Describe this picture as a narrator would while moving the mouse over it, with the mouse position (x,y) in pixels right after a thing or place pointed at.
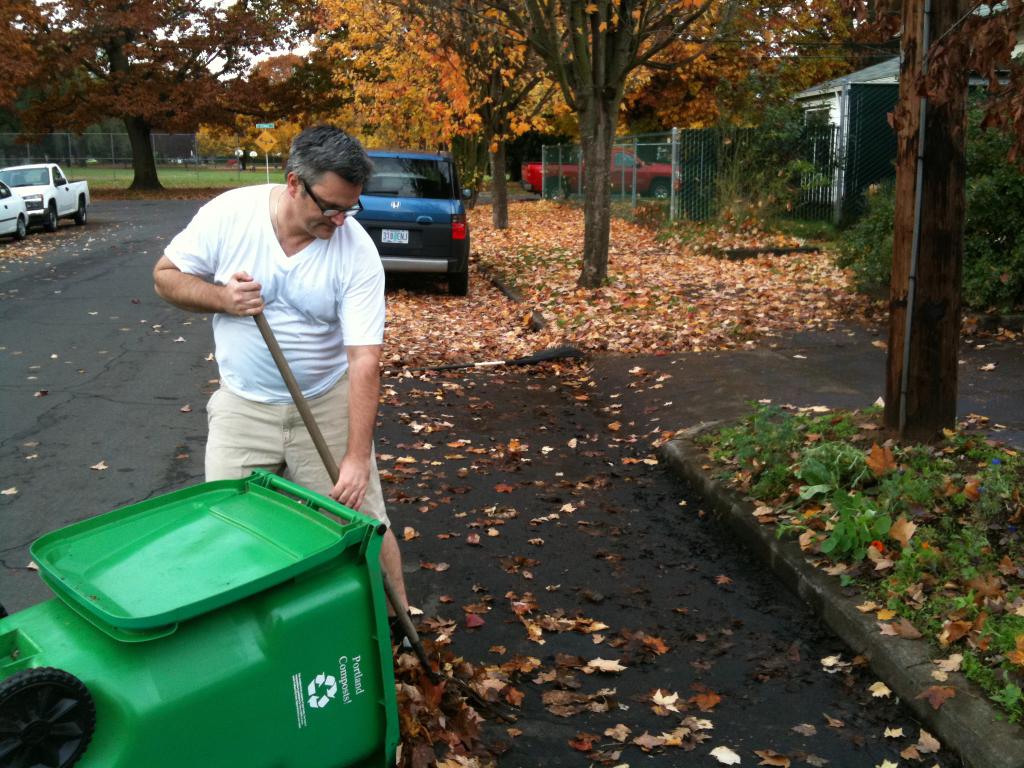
In this picture we can see a man (317,215), he wore spectacles (335,213) and he is cleaning the road (449,577), in front of him we can find a dustbin (331,581), beside to him we can see few trees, a pole (896,313) and fence (695,168), in the background (664,179) we can find few vehicles (447,198) and a house (813,123).
